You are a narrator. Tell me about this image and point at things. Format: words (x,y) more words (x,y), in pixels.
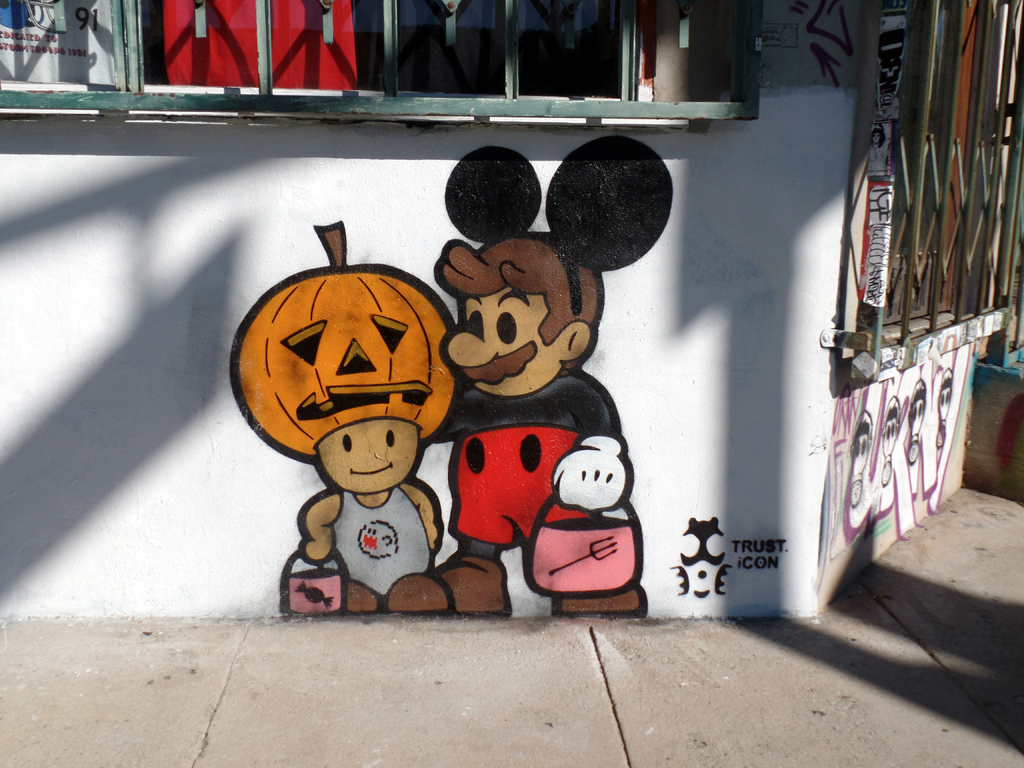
In this image, we can see a painting (372,270) of some cartoons (384,420) and there is a text (762,559) and a logo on the wall (761,284). In the background (515,54), we can see grilles (939,300) and some papers (885,141) and there is a red color object (304,53). At the bottom (551,662), there is a road (608,711).
